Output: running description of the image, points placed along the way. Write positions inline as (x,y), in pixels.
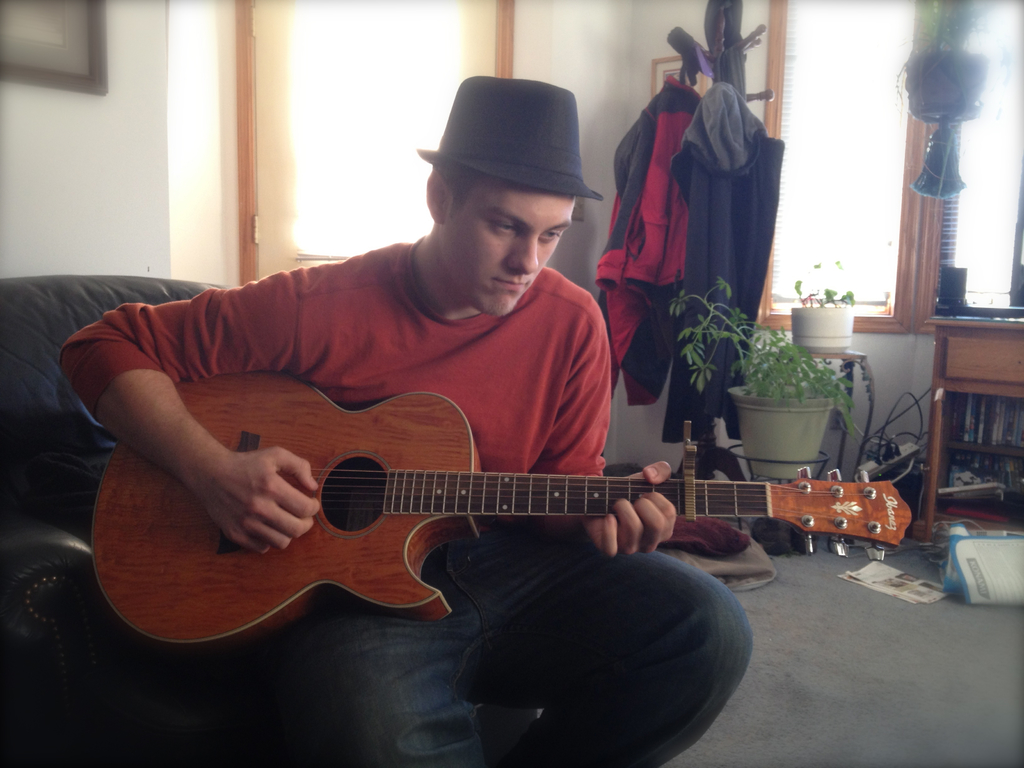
In this picture we can see a man (536,407) who is playing guitar (817,497). This is sofa (30,531). Here we can see a plant (804,364) and this is floor (903,689). On the background (171,170) there is a wall (122,174) and this is frame (55,51).
